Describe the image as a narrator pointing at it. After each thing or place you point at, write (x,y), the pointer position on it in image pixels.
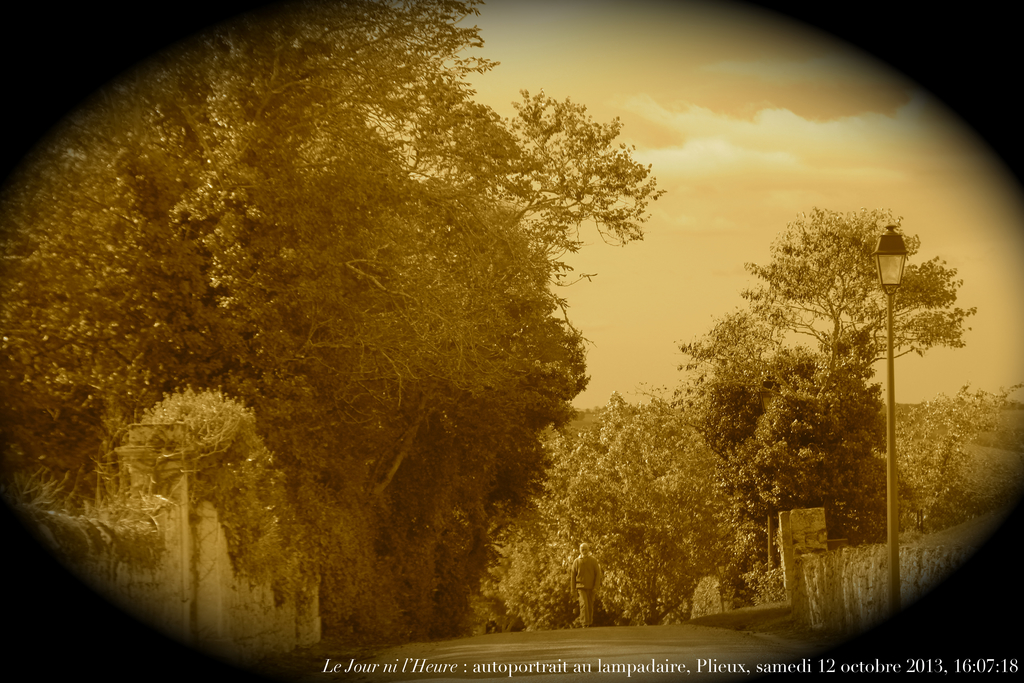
In the bottom right (989,658), there is a watermark (361,669). In the background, there is a person (591,612) walking on the road (600,637). On both sides of this road (622,655), there is wall (199,544) and there are trees (727,359). In the background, there is a mountain (597,413) and there are clouds (700,135) in the sky (646,102).
